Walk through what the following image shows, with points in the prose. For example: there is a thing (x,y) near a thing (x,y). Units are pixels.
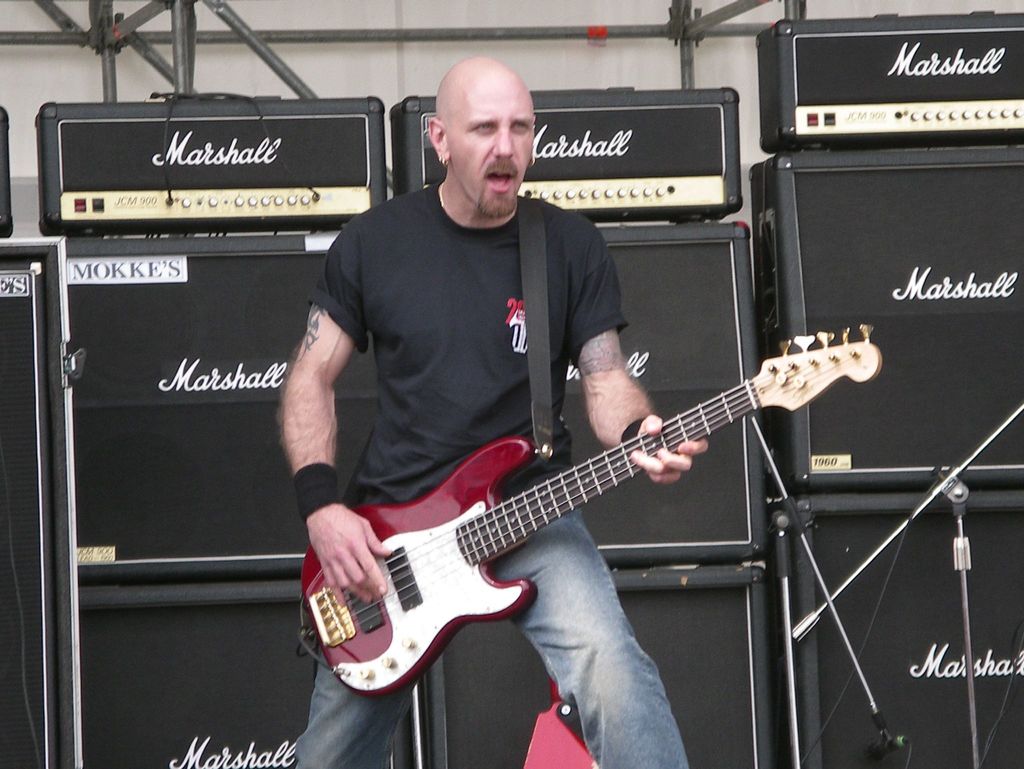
This man (488,207) wore black t-shirt (448,267), singing and playing a guitar (411,527). Background (146,208) there are devices (924,86) above this box (194,334). This is mic holder (968,664).
